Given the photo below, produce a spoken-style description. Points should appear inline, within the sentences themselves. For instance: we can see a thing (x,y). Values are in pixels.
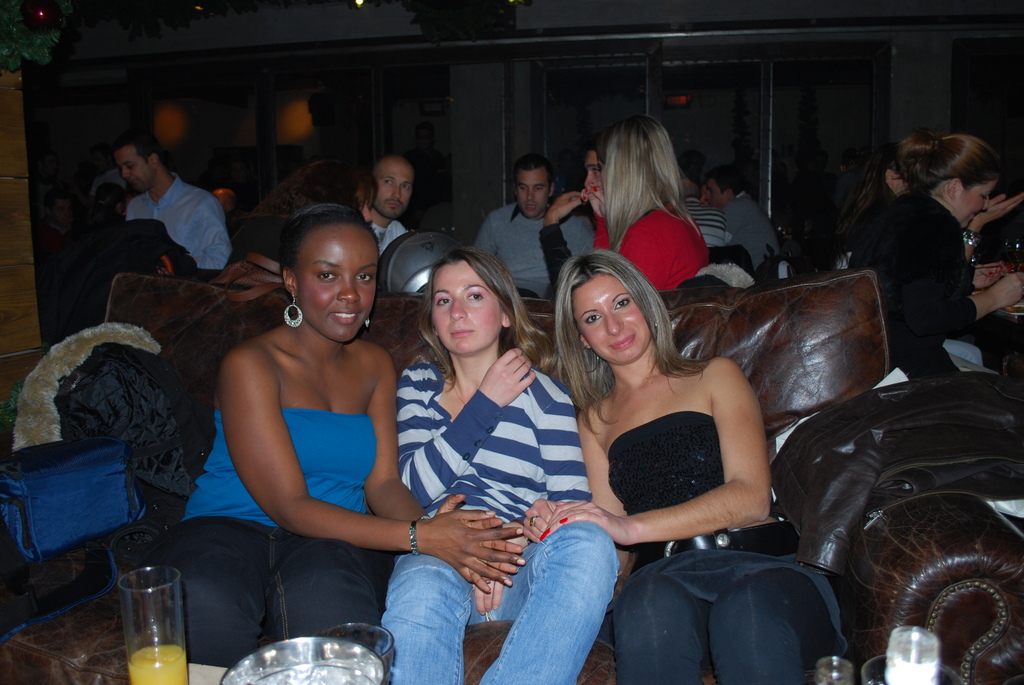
In this picture there is a group of girls (333,553) sitting on the brown color sofa (235,308), smiling and giving a pose into the camera. Behind there are some persons (656,182) sitting and talking with each other.
